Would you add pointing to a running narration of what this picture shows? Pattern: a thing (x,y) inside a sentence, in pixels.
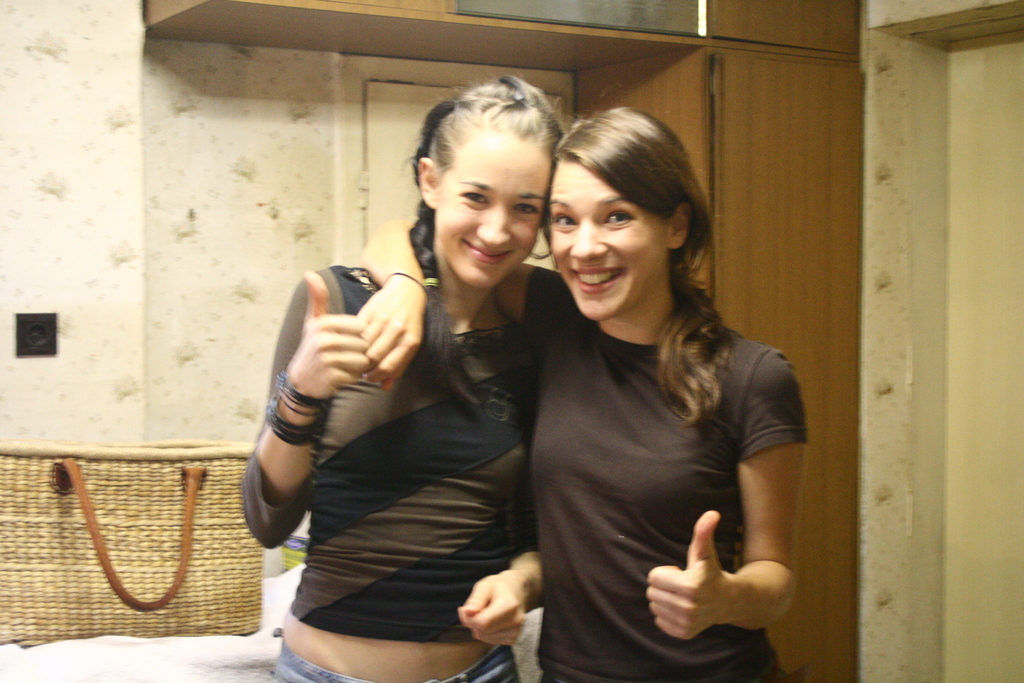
In this image we can see two women (510,470) and they are smiling. Here we can see a bag (37,580). In the background (385,211) we can see wall (170,230), cupboards (795,128), and a door (421,88).
